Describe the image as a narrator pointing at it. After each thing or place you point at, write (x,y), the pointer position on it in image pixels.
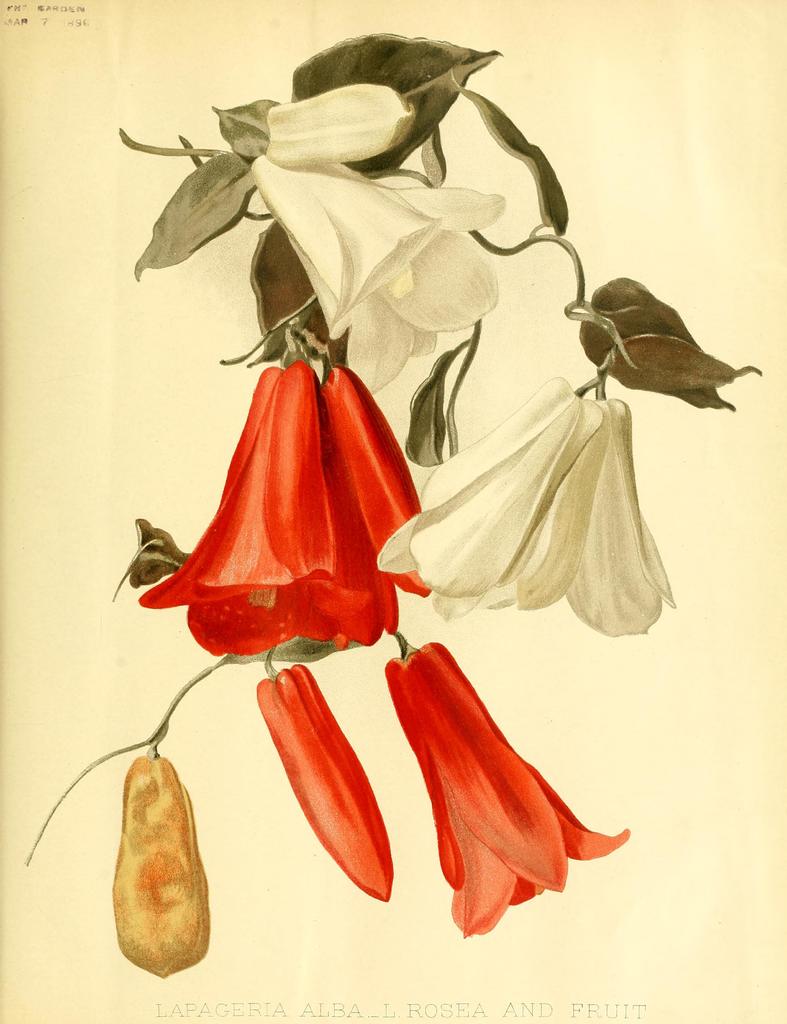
In this picture we can see white and red flowers drawing (306,523) seen in the image.
